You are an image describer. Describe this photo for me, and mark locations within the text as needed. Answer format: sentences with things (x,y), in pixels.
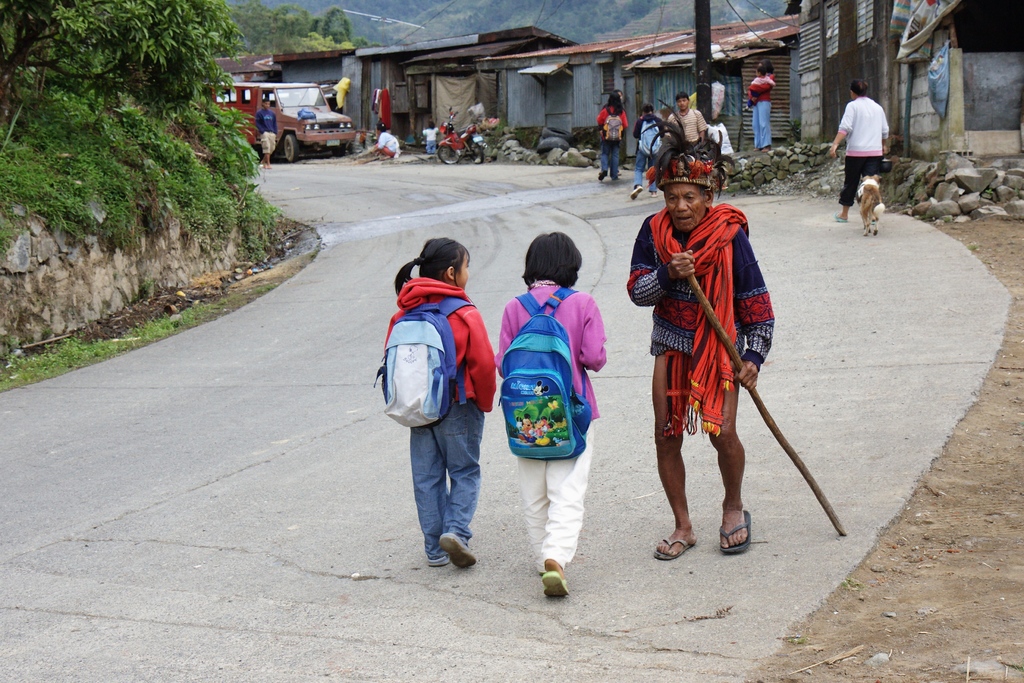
In the center of the image (661,423) we can see three persons (714,351) are walking and they are in different costumes (771,302). Among them, we can see one person (703,361) is holding some object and two persons (473,431) are wearing bags (532,407). In the background (433,30), we can see trees (91,57), houses (662,90), rocks (769,172), vehicles (292,135), one dog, few people (645,111) and a few other objects (901,2).
